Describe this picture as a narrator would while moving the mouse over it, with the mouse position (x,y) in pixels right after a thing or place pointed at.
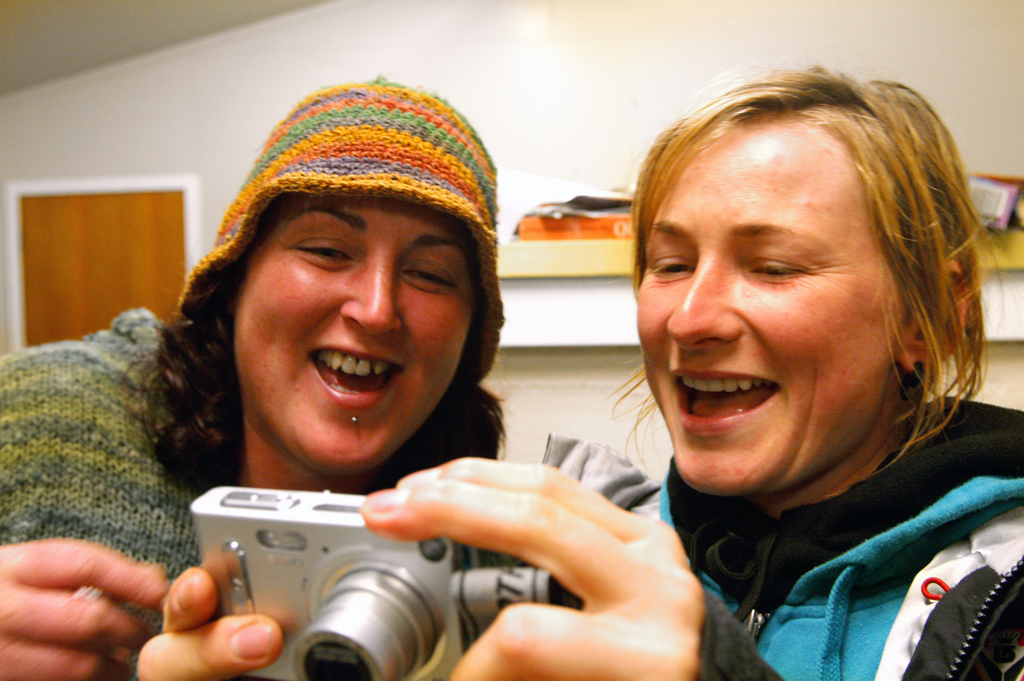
in this picture there are two persons (462,426). This person (459,517) holding camera (307,546). This person (326,255) wear cap (428,111). On the background (664,56) we can see wall (673,80), books (580,228).
